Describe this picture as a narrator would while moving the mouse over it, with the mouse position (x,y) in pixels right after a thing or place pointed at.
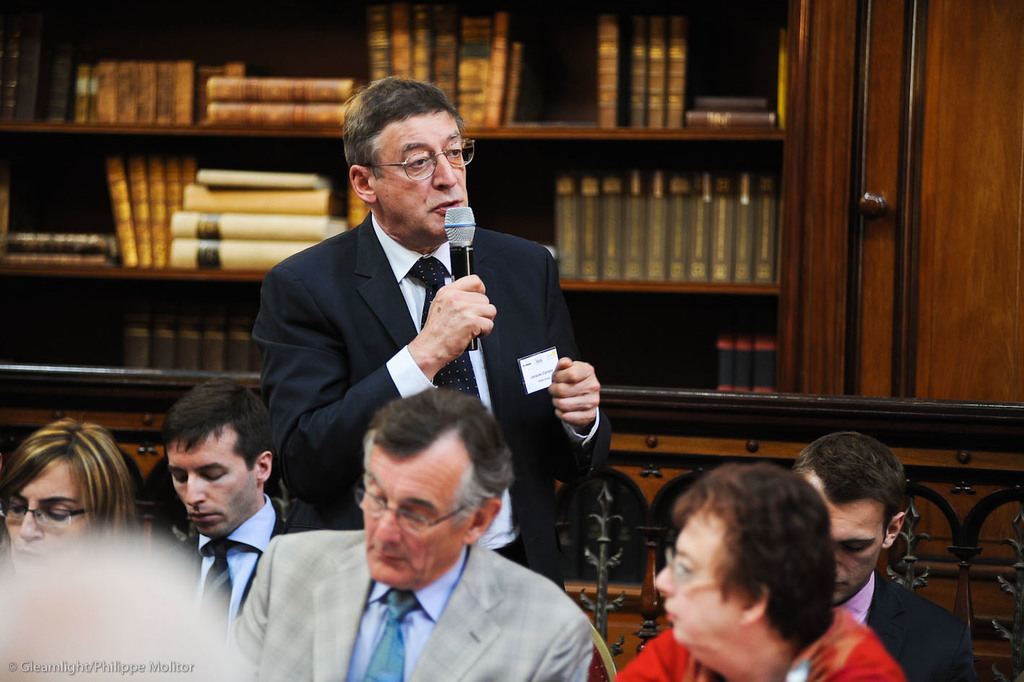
In a group of people (247,614) a man (296,465) is talking on a mic (455,273) by standing, behind him there are books (236,189) in a cupboard (575,163).
